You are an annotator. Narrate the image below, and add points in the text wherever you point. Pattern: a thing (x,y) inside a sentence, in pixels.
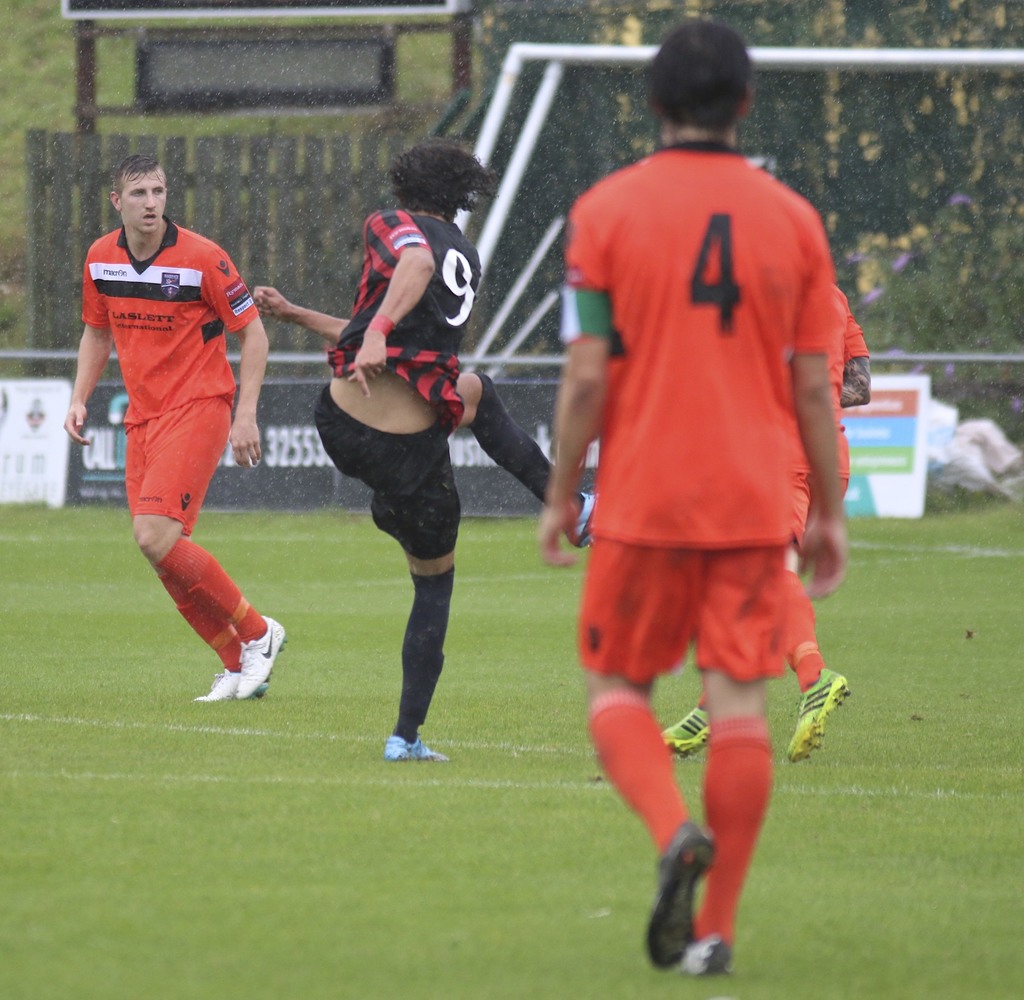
In this image we can see a few people (369,484) playing football, there is a goal post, there is a board (276,492) with some text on it, there is a fencing (294,208), also we can see trees (836,259).
